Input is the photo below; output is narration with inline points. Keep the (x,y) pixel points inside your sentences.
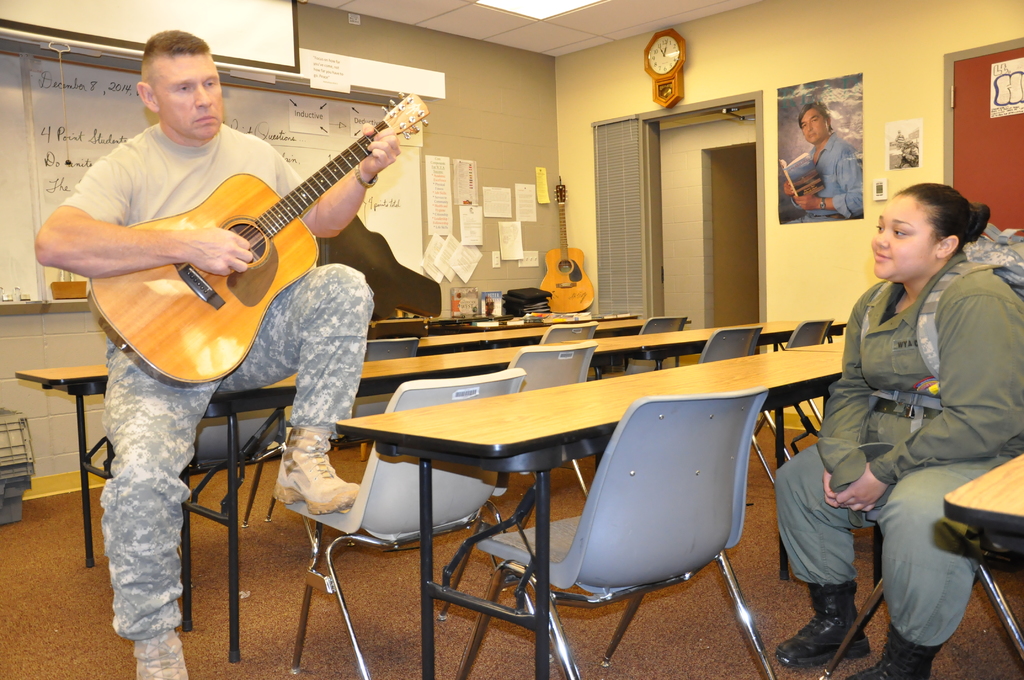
The picture consists of two people (928,602) at the right corner (826,396) one woman (915,471) is sitting in a green dress (918,487) and carrying a bag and left corner (176,351) one man (289,442) is sitting on the table (229,396) with a guitar (196,284) in his hands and in front of him there are tables (626,402) and chairs (584,371) and corner of the room (600,297) there is another table (451,322) on which a guitar (561,298), some books (467,310) are placed on it behind that there is a big wall (48,343) with white boards (411,241) and papers (462,208) attached to it, there is a door (764,289) and a photo (785,188) on it.
